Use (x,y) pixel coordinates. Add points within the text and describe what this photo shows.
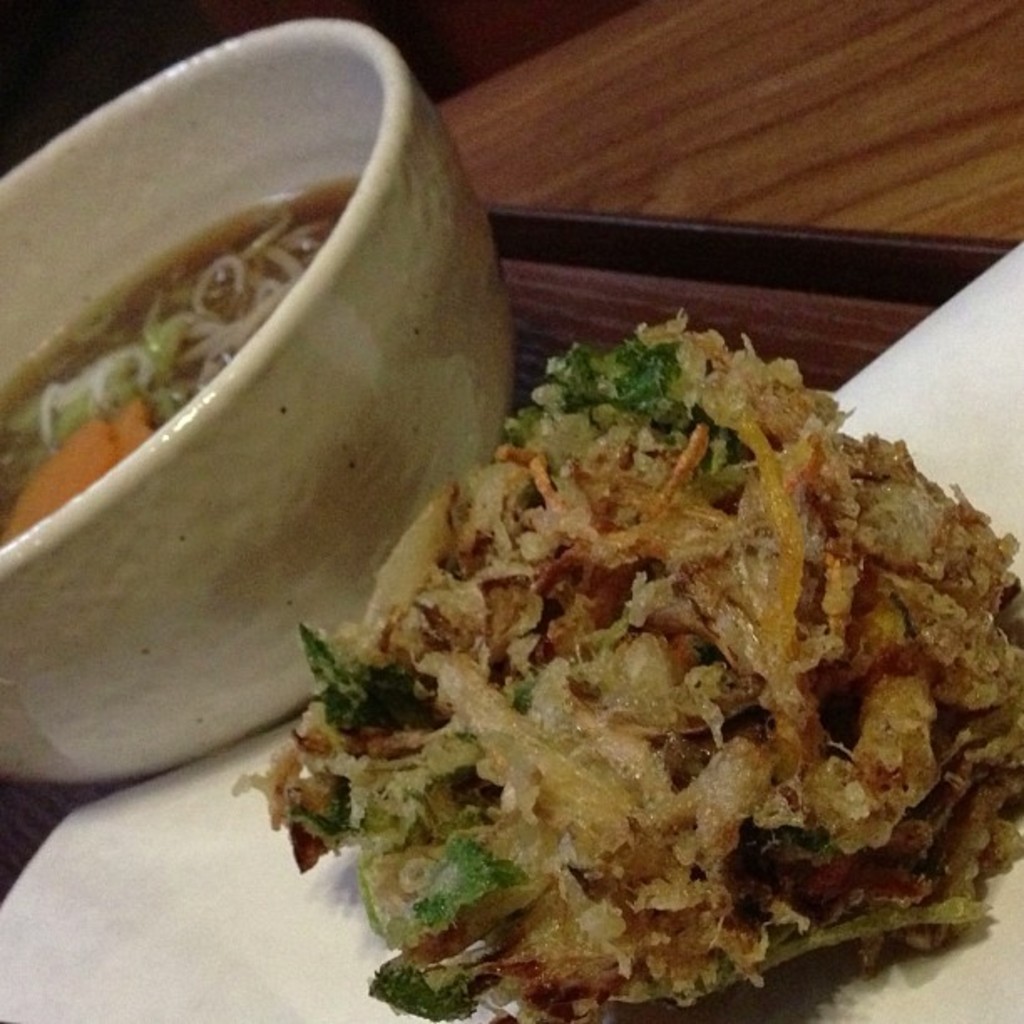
In the center of the image (669,648) we can see soup (134,320) in bowl (197,496) and food (686,628) in plate (851,428) placed on the table (579,187).
